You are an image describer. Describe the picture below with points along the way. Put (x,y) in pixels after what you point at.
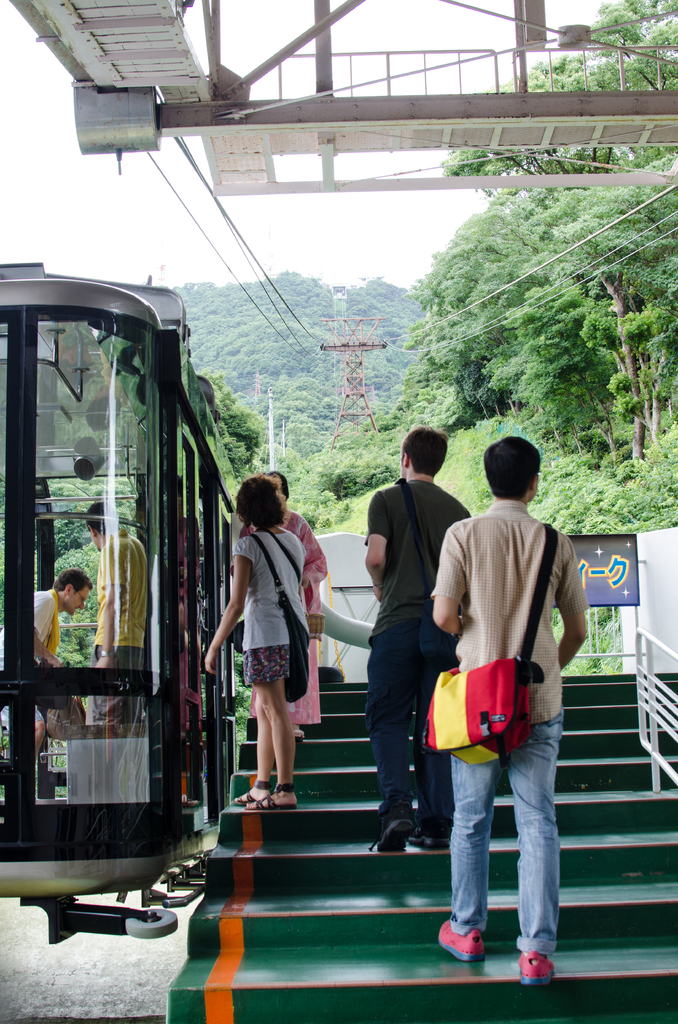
In this image I can see few people (393,612) standing and few people (383,520) are wearing bags (425,626). I can see few trees (326,300), cable cars (160,454), wires (303,327), towers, fencing (653,700) and stairs (660,941). The sky (336,248) is in white color.
